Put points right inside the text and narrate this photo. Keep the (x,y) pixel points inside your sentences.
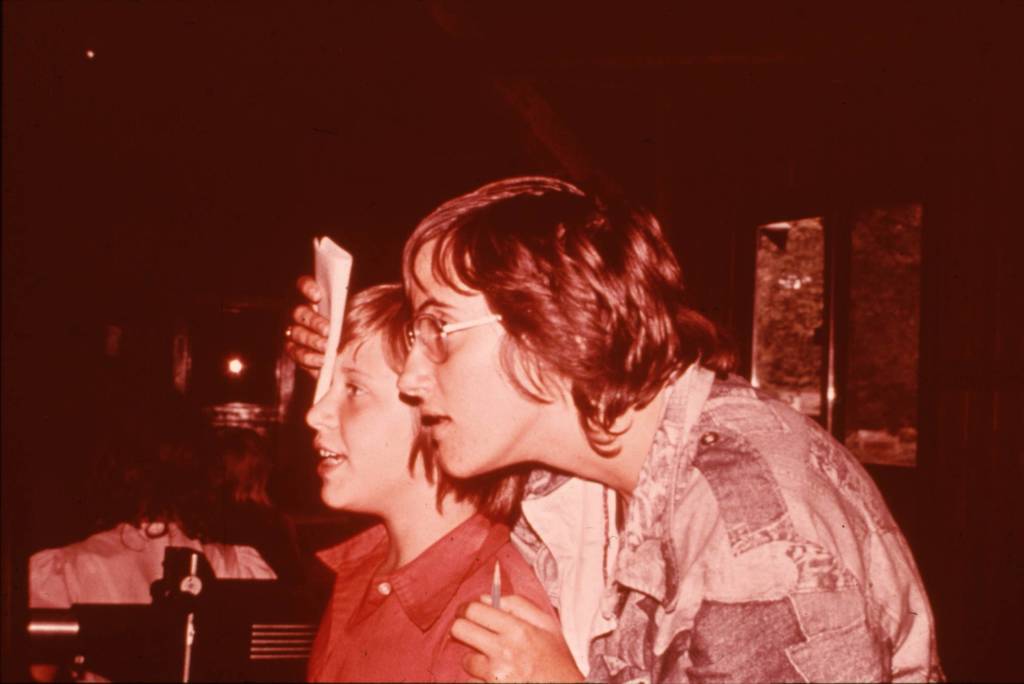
2 people (552,586) are present in a room (544,653) facing towards left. The person (498,632) at the right (683,506) is wearing spectacles (456,329) and holding a pen (492,581) and paper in his hands (313,294). Behind them there is a window (834,373).
